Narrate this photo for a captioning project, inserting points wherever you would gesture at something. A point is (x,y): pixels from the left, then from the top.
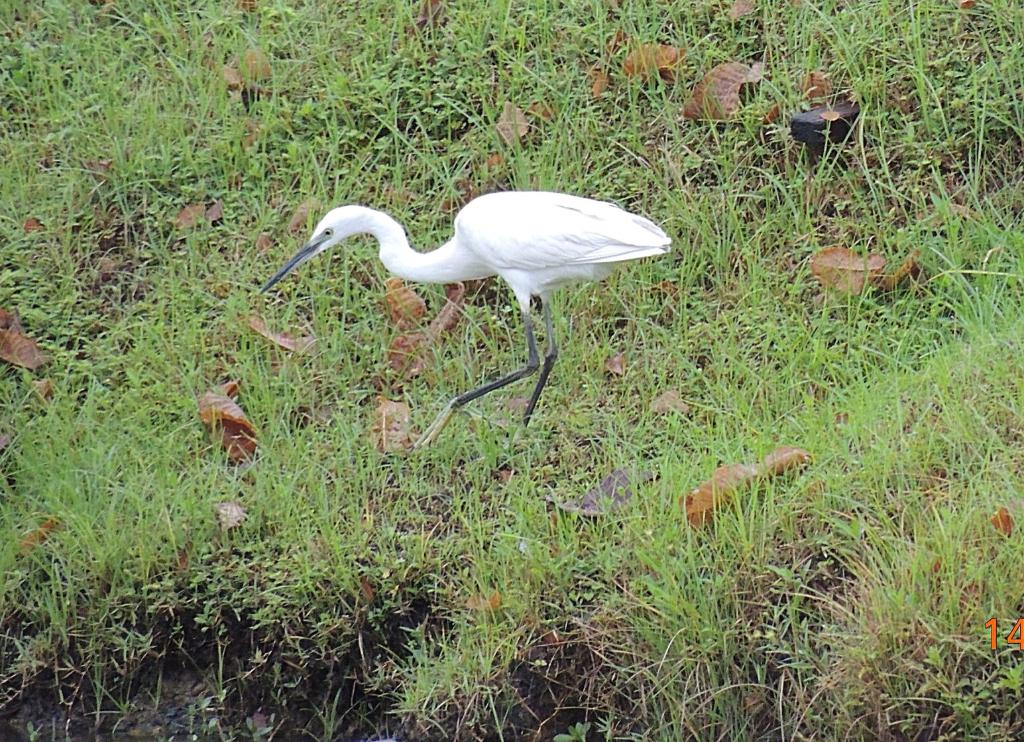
Here I can see crane (395,258) on the ground (372,385) which is facing towards the left side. On the ground (407,540), I can see the grass (650,475) and few leaves (248,437).
